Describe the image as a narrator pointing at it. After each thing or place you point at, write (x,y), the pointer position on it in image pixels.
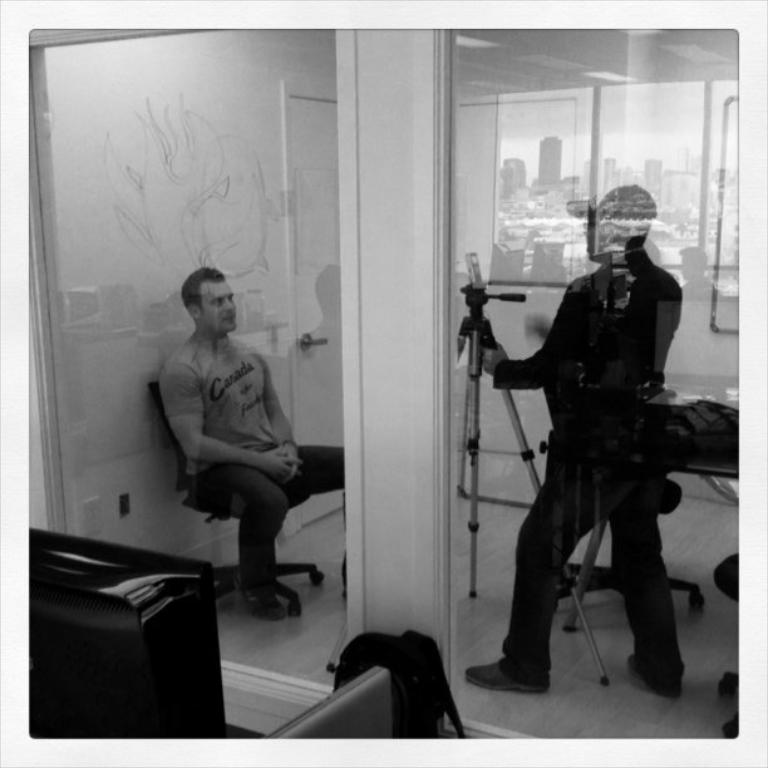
This image consists of two persons (548,369). To the left (233,423), the man (245,455) is sitting on a chair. To the right (581,369), the man (584,381) is standing. At the bottom (419,684), there is a bag (396,660). The walls (402,248) are in white color.
